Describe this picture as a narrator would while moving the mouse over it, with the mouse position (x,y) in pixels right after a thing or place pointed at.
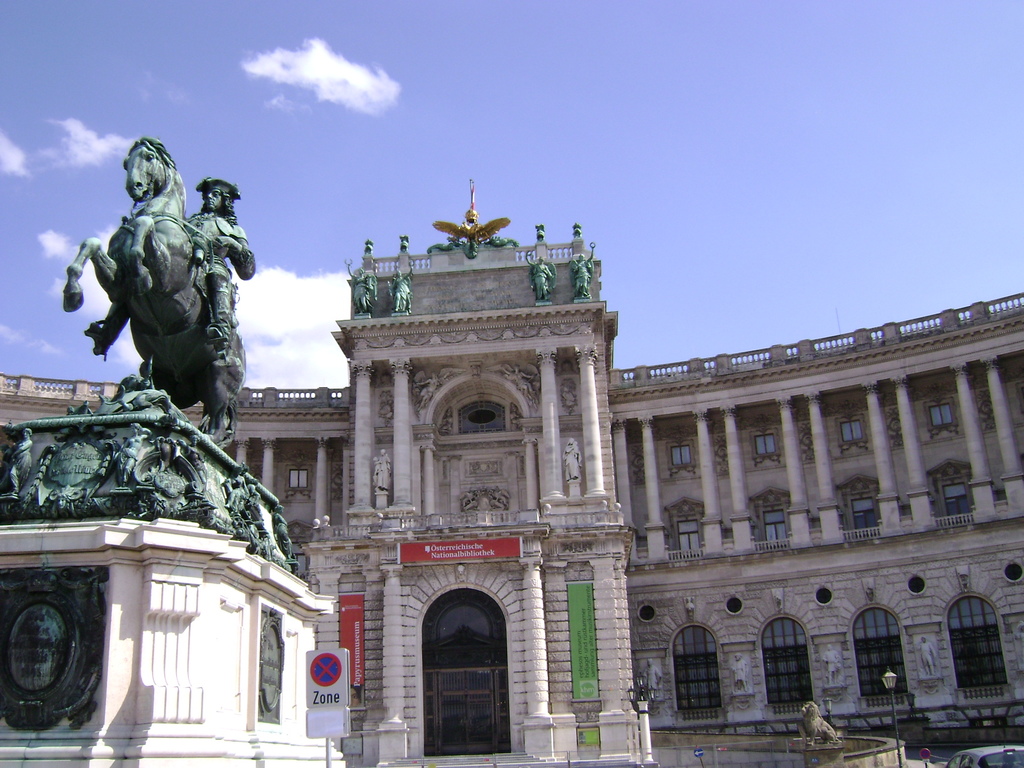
In the image we can see a sculpture (162,253) of the person (218,224) and a horse (154,257). This is a building (745,540) and windows (769,537) of the building (890,520), this is a light pole (900,755), board (318,683), pale blue color sky (413,161) and a vehicle (971,767), this is a road (944,747).
